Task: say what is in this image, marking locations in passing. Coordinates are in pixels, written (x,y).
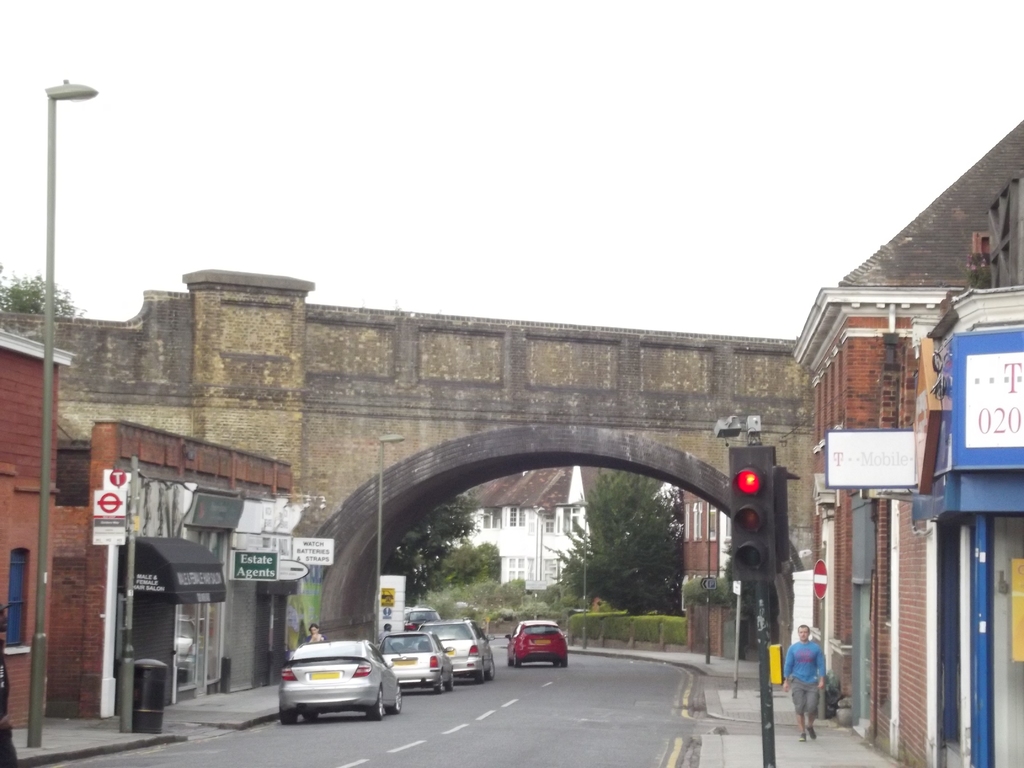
In this picture we can see cars (409,611) on the road (424,721), traffic signal light (768,486), arch (722,482), poles (380,575), buildings (713,510) with windows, trees (666,588) and a man (784,672) walking on a footpath (827,747) and in the background (190,56) we can see the sky (425,144).
